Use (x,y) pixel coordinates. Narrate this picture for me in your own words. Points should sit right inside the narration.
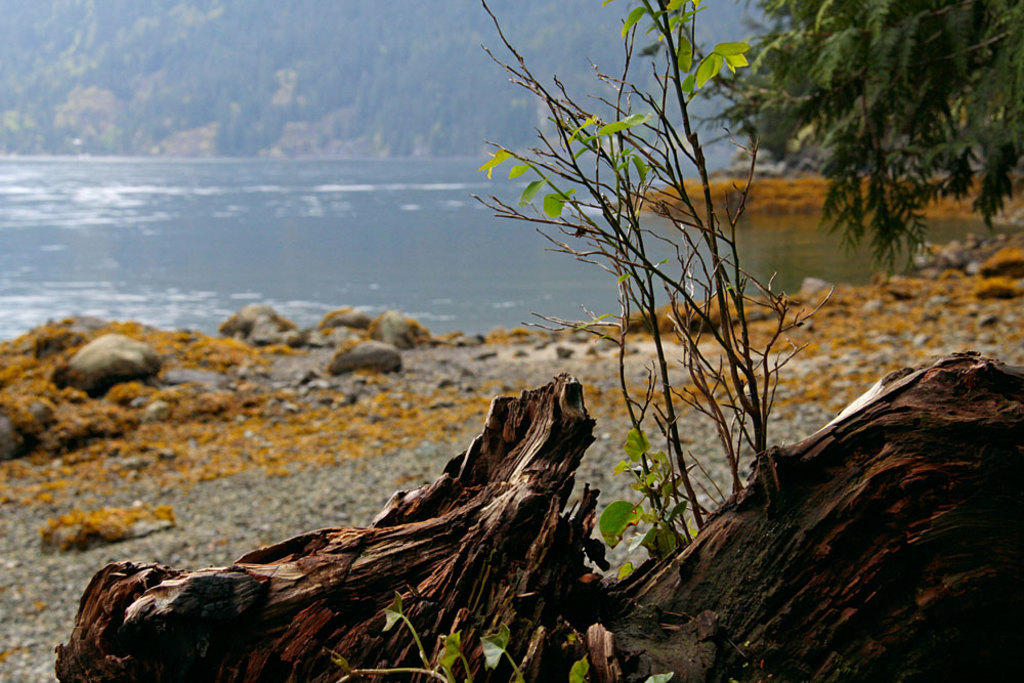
At the bottom of the picture (530,572), we see trees (671,533) and a wood (338,528). Beside that, we see the stones (199,376). In the right top of the picture (970,113), we see trees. We see water (375,264) and this water (279,236) might be in the lake (226,235). There are trees (332,134) in the background (346,78).
